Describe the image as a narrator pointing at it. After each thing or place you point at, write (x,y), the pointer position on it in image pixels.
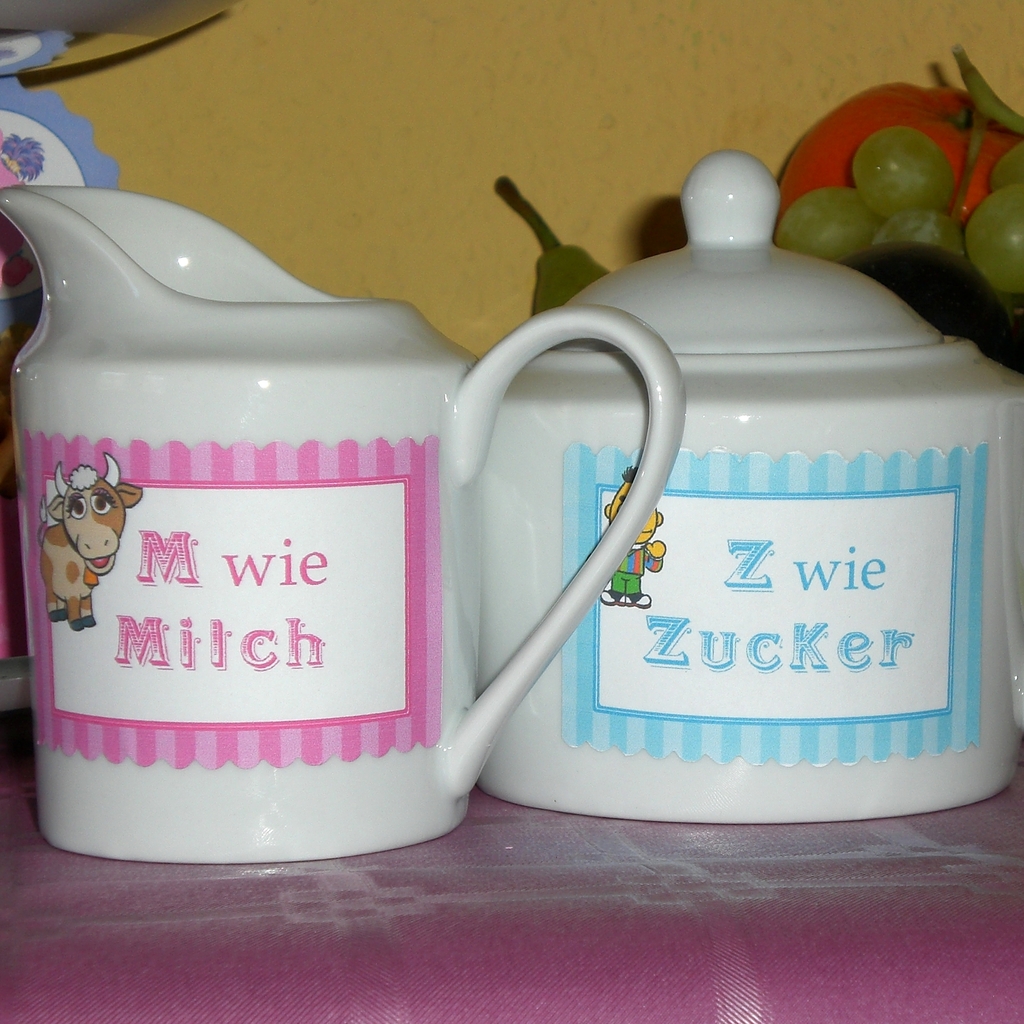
There are two white vessels (426,427) and behind the second vessel (735,299) there are some fruits (830,198).
